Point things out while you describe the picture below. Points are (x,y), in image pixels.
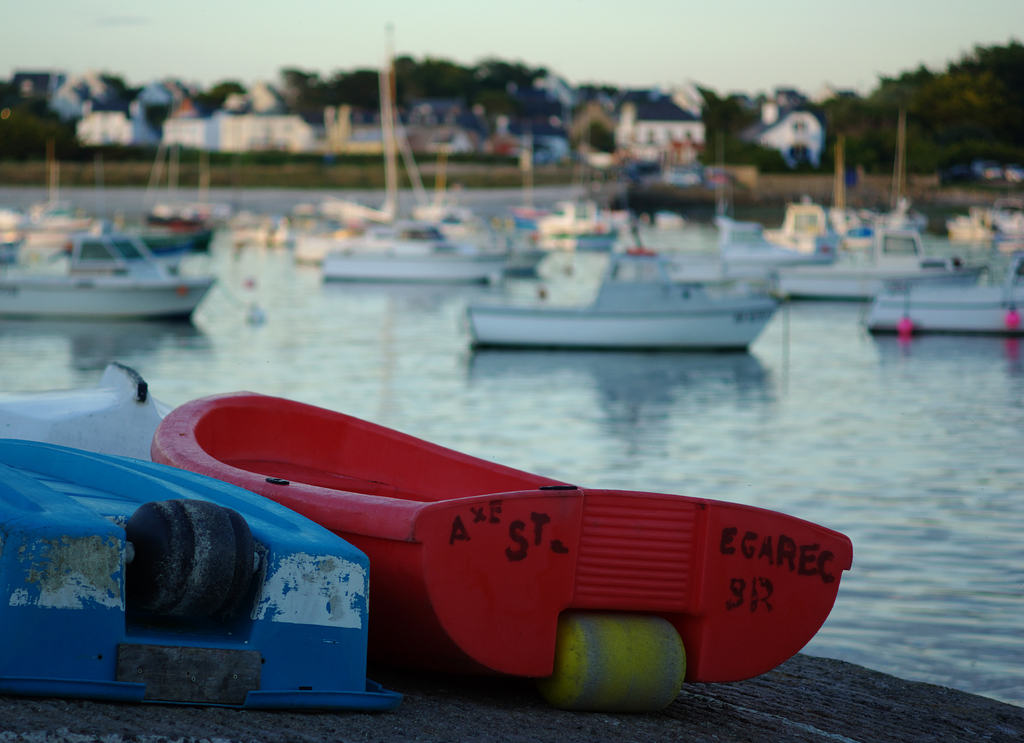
In this image we can see red and blue boats (292,678) are kept on a grey surface (842,702). The background of the image is slightly blurred, where we can see a few more boats (747,279) are floating on the water (1004,267), we can see houses (787,152), trees (983,145) and the sky (723,73).
